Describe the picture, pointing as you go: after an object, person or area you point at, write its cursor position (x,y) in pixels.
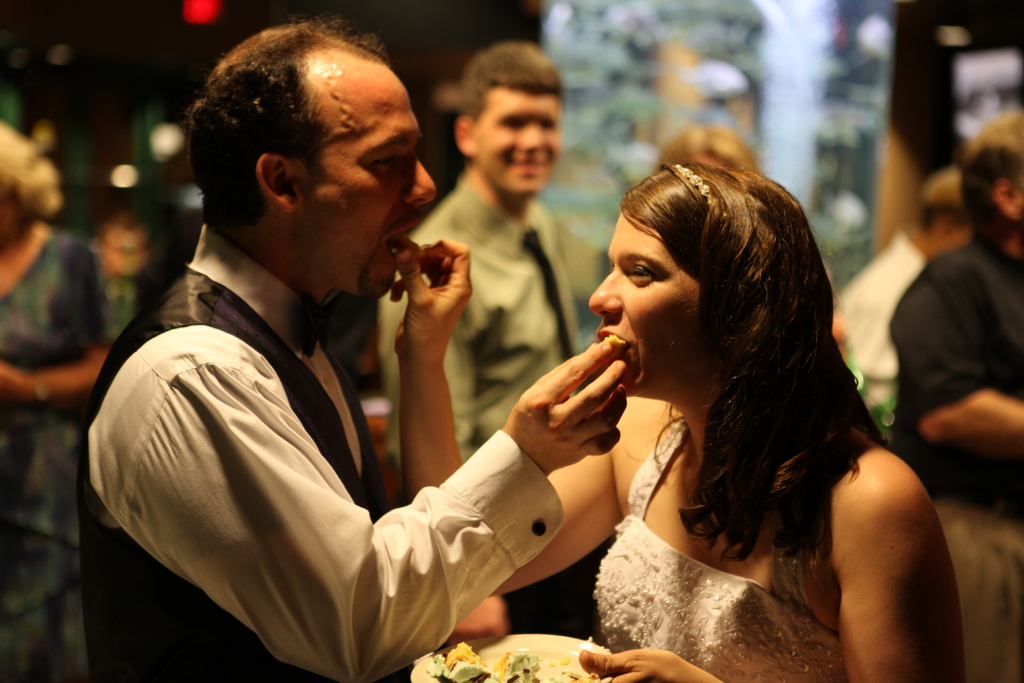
In this image there are two persons (494,479) eating, there is a person (646,417) holding a plate (566,654), there is a person (508,282) standing behind the person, there is a person (945,294) standing towards the right of the image (968,369) and there is a person (88,271) standing towards the left of the image (50,406).
